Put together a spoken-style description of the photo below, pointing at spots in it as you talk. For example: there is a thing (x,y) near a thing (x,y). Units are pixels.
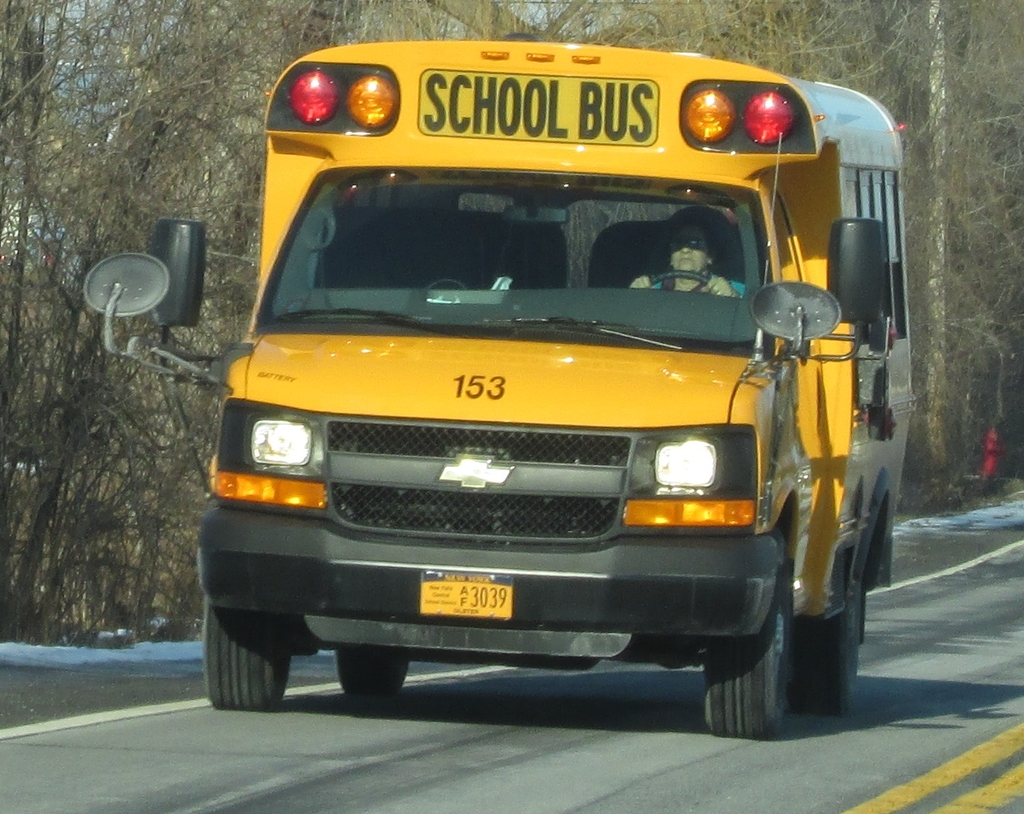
In this picture we can see a bus (578,642) on the road (668,708) and a person (642,282) is seated in it, in the background (98,233) we can see few trees (144,229) and snow (112,637).
